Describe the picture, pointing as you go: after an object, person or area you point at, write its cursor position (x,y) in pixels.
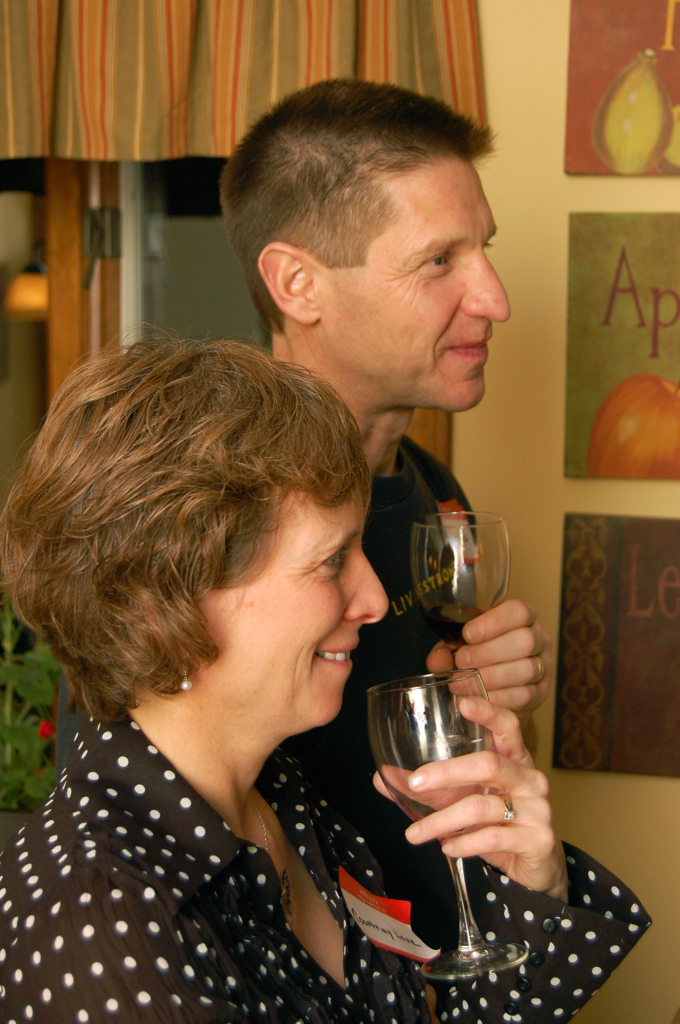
In this image we can see a man (406,258) and a woman (136,826) are holding glasses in their hands (544,673). In the background (495,466) we can see boards (627,240) on the wall (609,194), door (70,325), plant (15,664) and a curtain (197,66).
